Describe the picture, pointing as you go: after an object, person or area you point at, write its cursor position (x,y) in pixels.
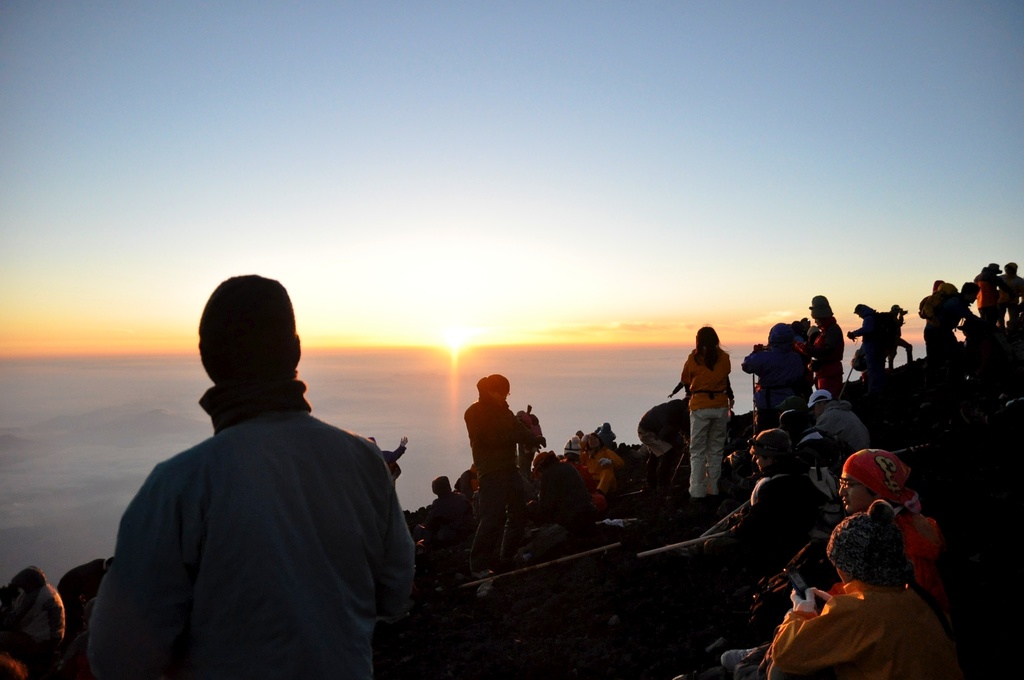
In this image we can see so many people (810,459) are sitting and standing on the sloping land (553,616). In the background (255,236), we can see the sun (462,340) and the sky (684,132).
